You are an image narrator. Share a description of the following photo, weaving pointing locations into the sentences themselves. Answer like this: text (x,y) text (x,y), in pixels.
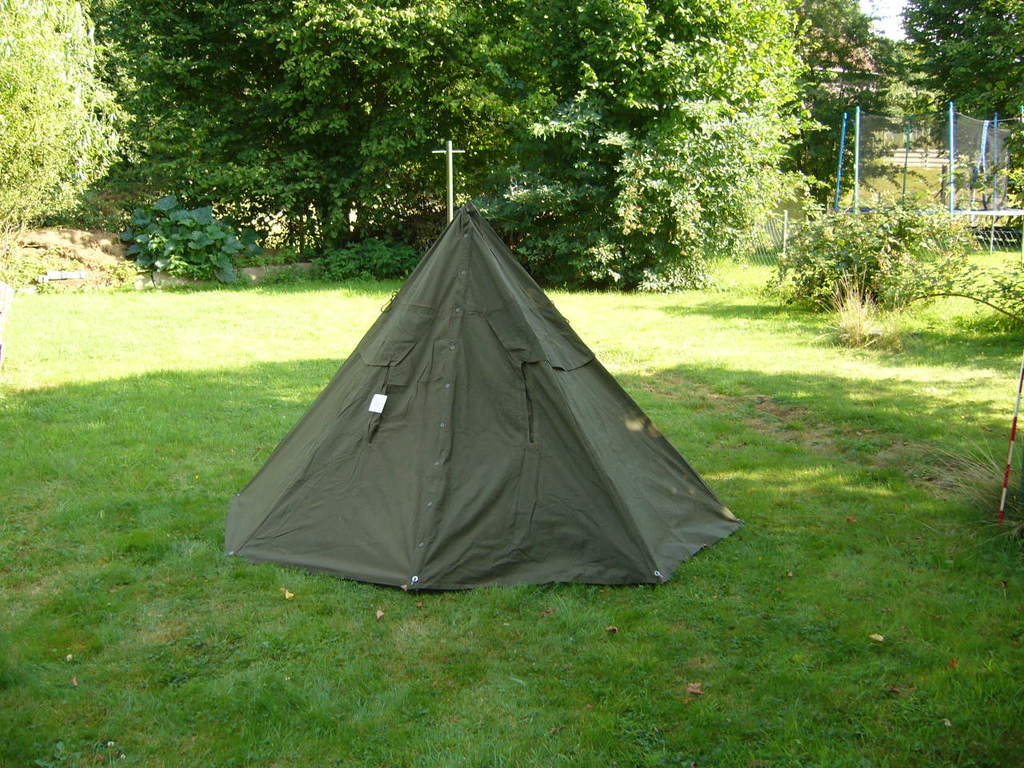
At the center of the image (475,454) there is a camp (506,455). In the background (298,117) there are some trees (844,94) and sky (878,12).
